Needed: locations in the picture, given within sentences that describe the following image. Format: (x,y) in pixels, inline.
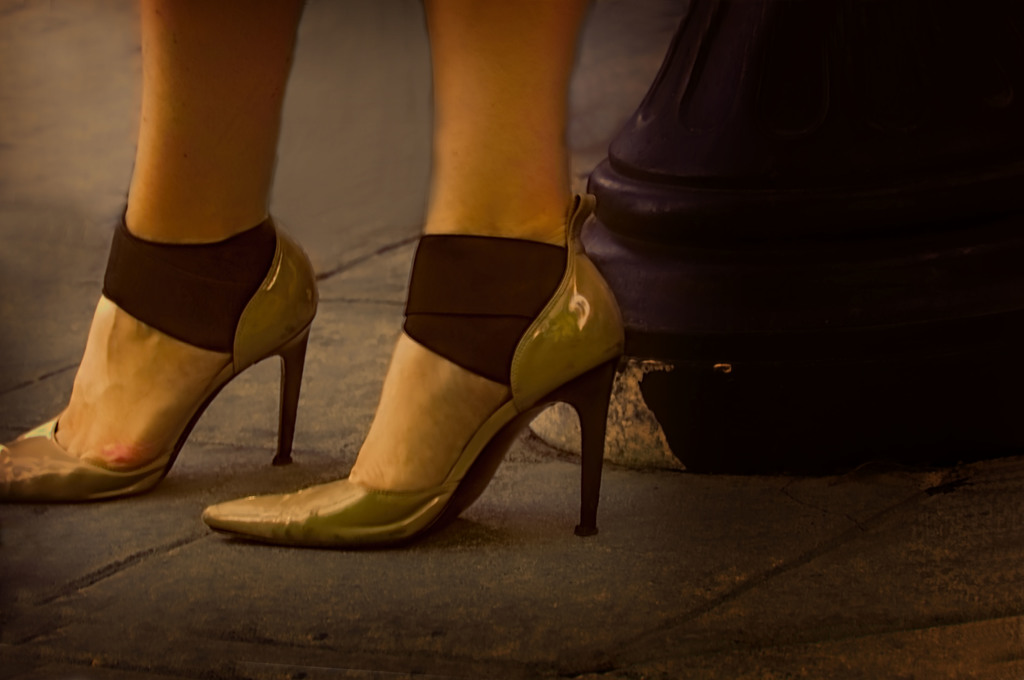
In this image we can see a person's legs (165,404). She is wearing a footwear (304,353).
